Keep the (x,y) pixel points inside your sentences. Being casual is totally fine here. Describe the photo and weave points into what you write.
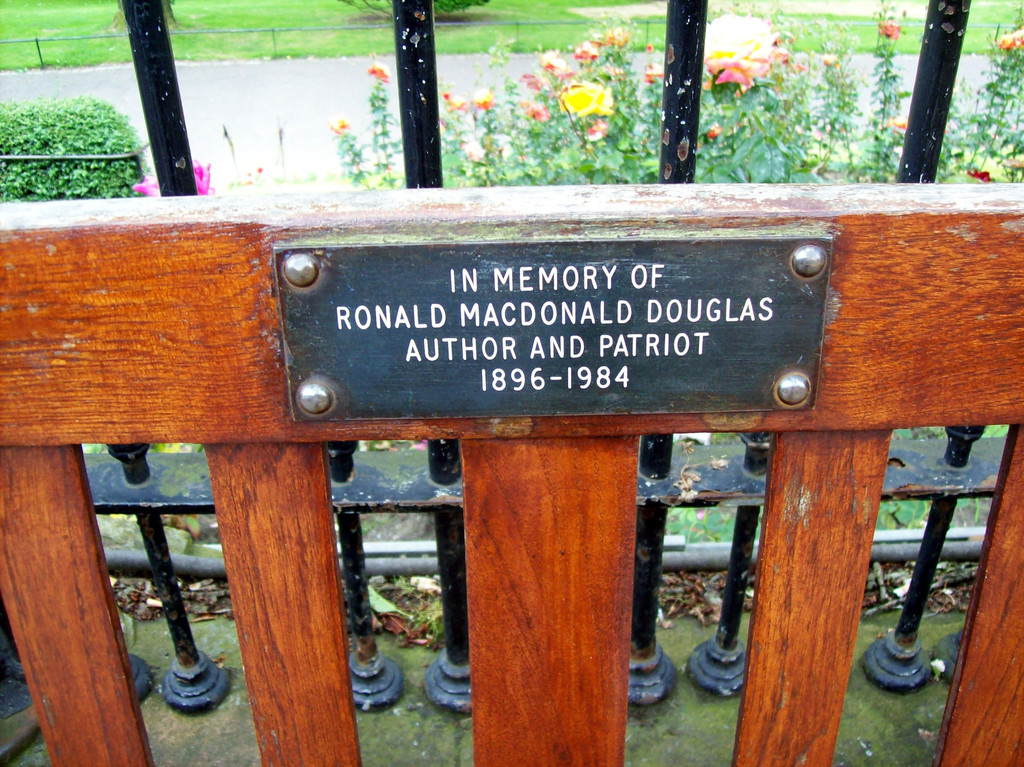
In this picture I can see the wooden thing (288,406) in front (958,310) on which there is a plate (552,296) and I see something is written on it and behind it I see few rods (963,28) and in the middle of this picture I see plants (513,95) and I see few flowers (466,108). In the background (280,12) I see the grass (291,55).
